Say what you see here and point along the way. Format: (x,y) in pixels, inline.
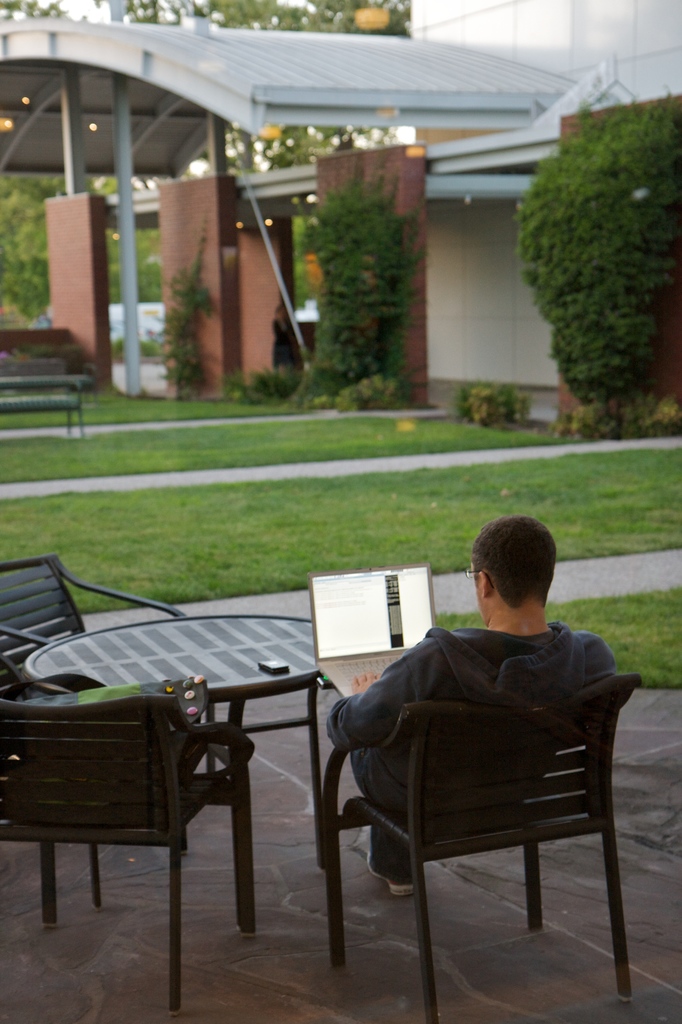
In this image, human (470,787) is sat on the black chair (478,793). We can see chairs (367,824) and table (146,673). Some item (196,688) is placed on the table (236,669) and chair (160,704). Here human (369,684) is holding a laptop (361,662). We can see floor (283,922), grass (640,650) here. And the background (619,320), we can see bench (51,407), planter (610,335), wall (469,298), pillar (127,256) and shed (508,102) and house (616,70).
